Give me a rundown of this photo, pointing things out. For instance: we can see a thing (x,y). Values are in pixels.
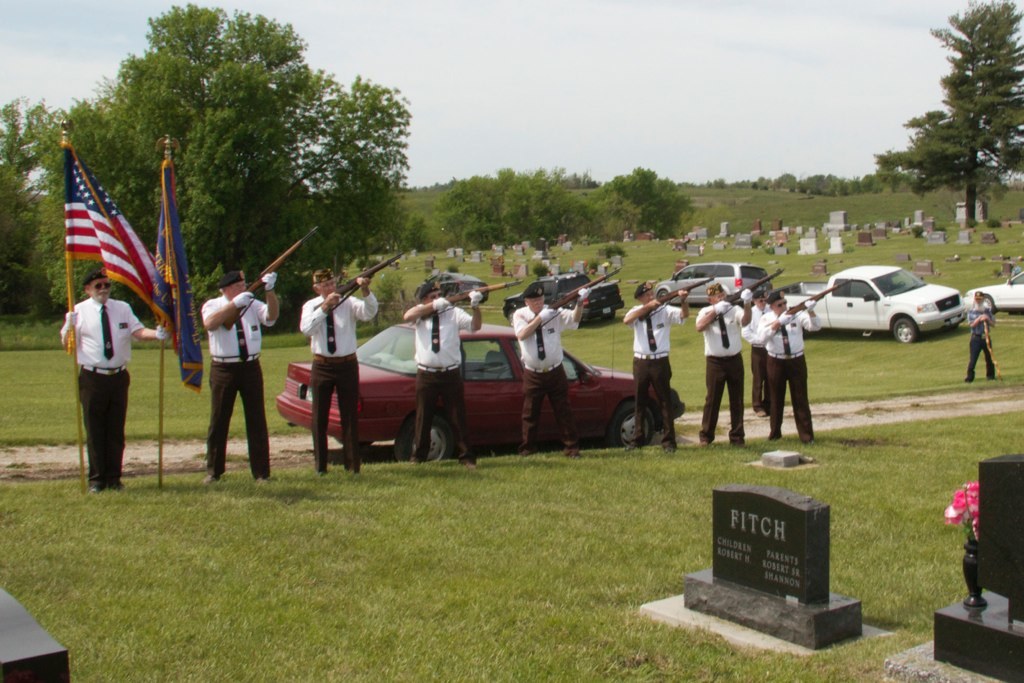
In this image I can see group of people (455,367) holding few guns (555,304) and they are wearing white and brown color dresses (551,389). Background (53,196) I can see few vehicles (553,439) and I can also see few cemeteries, the trees (452,224) in green color and the sky (529,75) is in white color.
